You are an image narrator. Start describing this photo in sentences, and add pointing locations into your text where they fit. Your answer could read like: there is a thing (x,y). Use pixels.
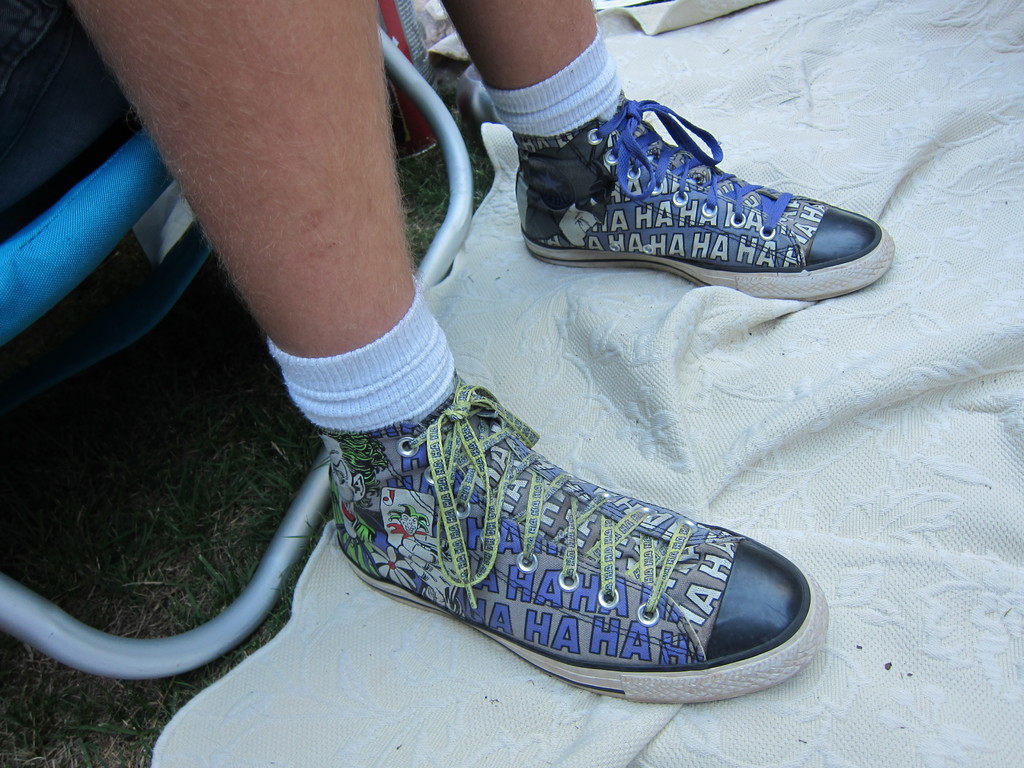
In this image there is a person (766,235) sitting with feet (820,610) on the cloth (818,515). Behind him there is some object (67,626).
